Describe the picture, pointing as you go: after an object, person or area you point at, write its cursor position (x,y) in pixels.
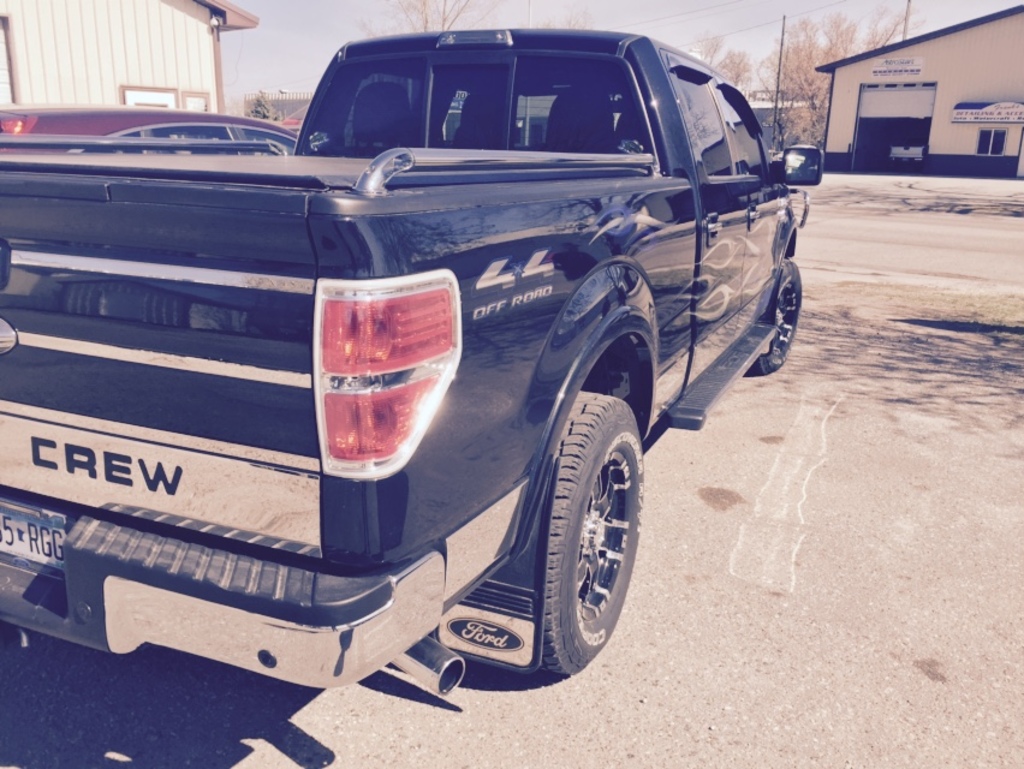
In this image, we can see a vehicle (534,497). There is a shelter house (903,98) in the top right (908,84) and in the top left of the image (136,50). There are trees (737,52) and sky (330,32) at the top of the image (387,21).
